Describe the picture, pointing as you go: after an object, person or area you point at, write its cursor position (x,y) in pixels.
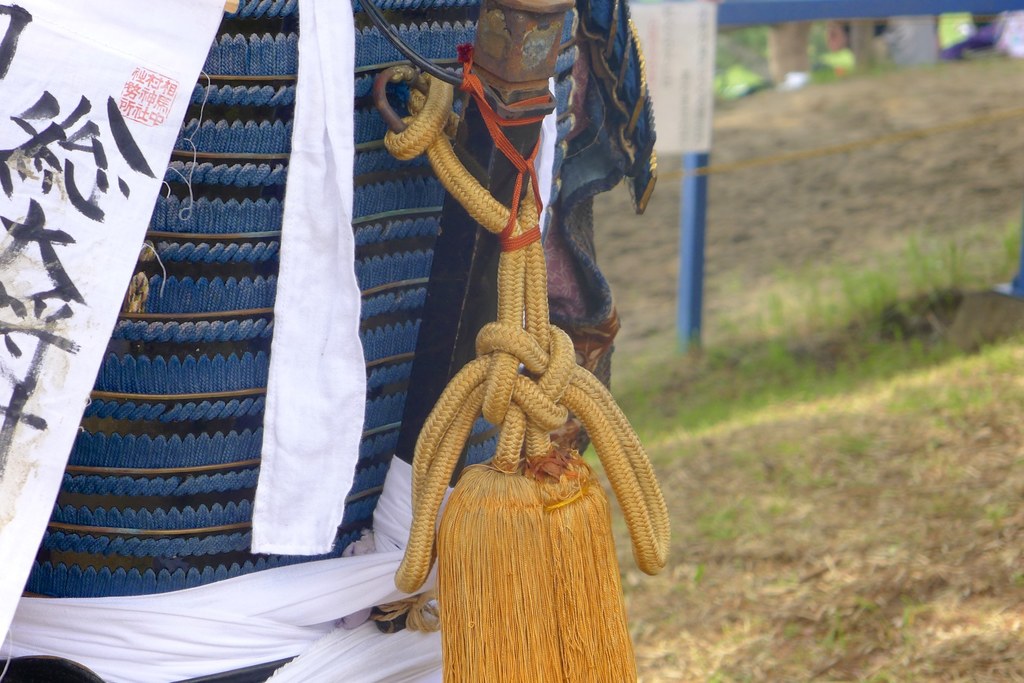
In this picture I can see something written on a white color object (90,237). Here I can see something is tied with some object (498,164). In the background (904,352), I can see grass (827,309) and a pole (688,225).
